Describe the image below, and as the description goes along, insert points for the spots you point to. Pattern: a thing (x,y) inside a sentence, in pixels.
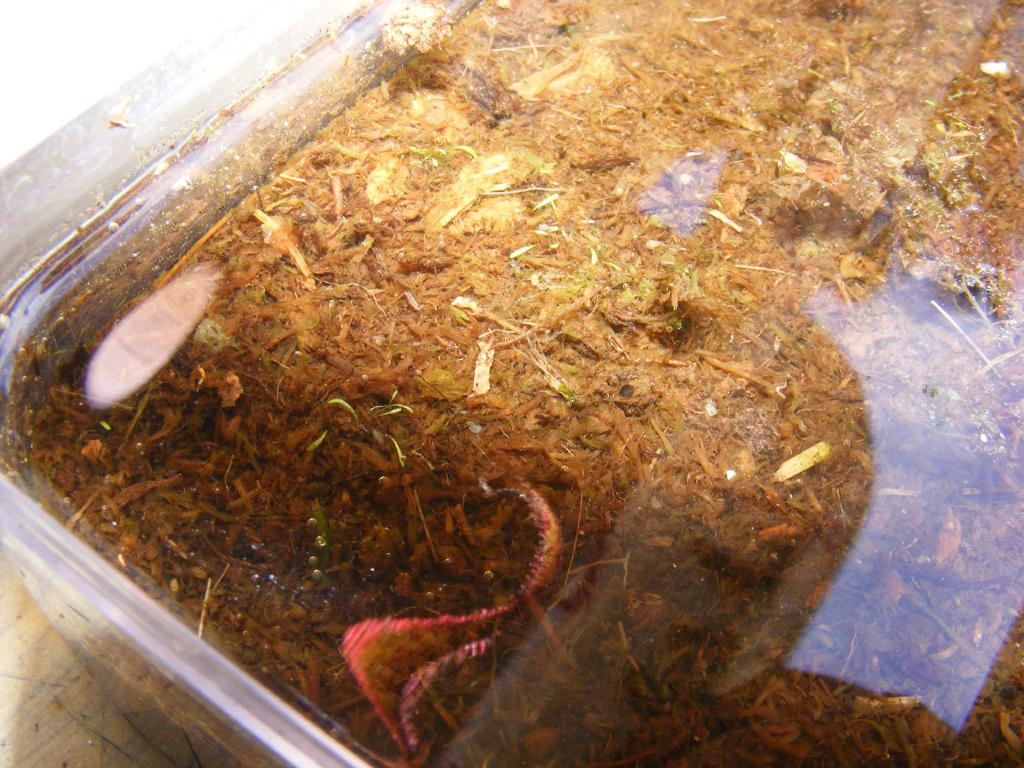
In this picture I can see storage box (221,63). I can see manure (465,573).
